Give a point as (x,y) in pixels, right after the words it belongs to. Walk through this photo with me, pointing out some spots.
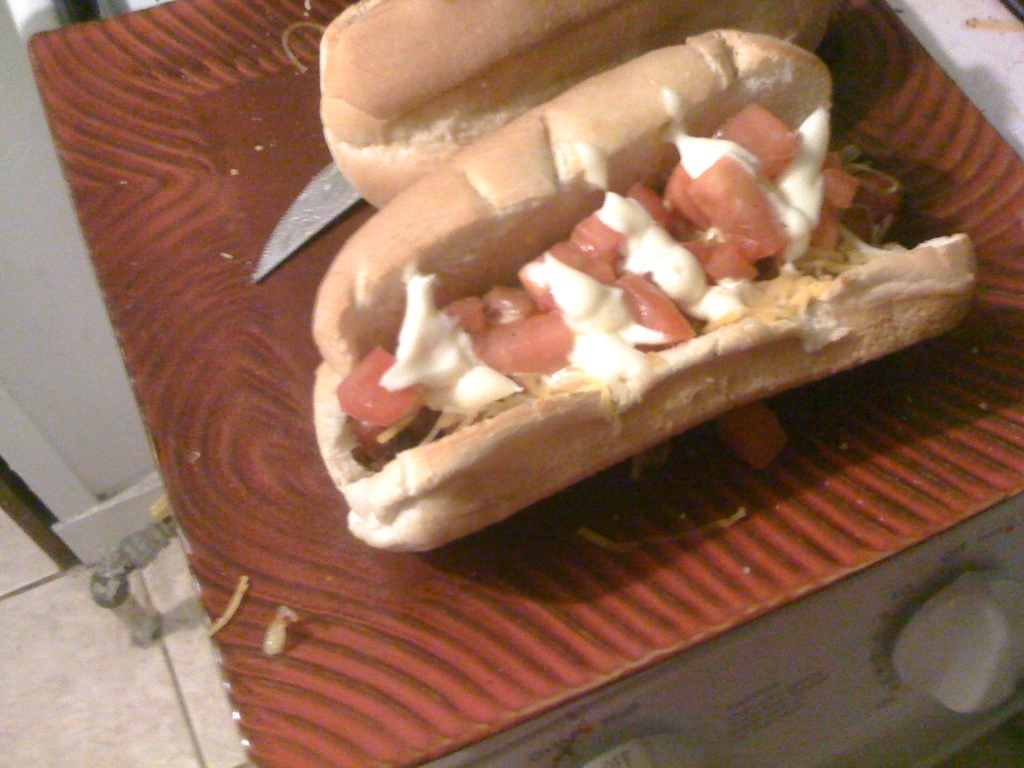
This image consists of food (638,239) which is on the plate (730,533), which is red in colour and there is a knife (311,184) on the plate (810,455) and there is an object (719,712) which is white in colour. On the left side of the plate (823,448) there is a pipe (124,580) and there is a wall (54,329) which is white in colour.
